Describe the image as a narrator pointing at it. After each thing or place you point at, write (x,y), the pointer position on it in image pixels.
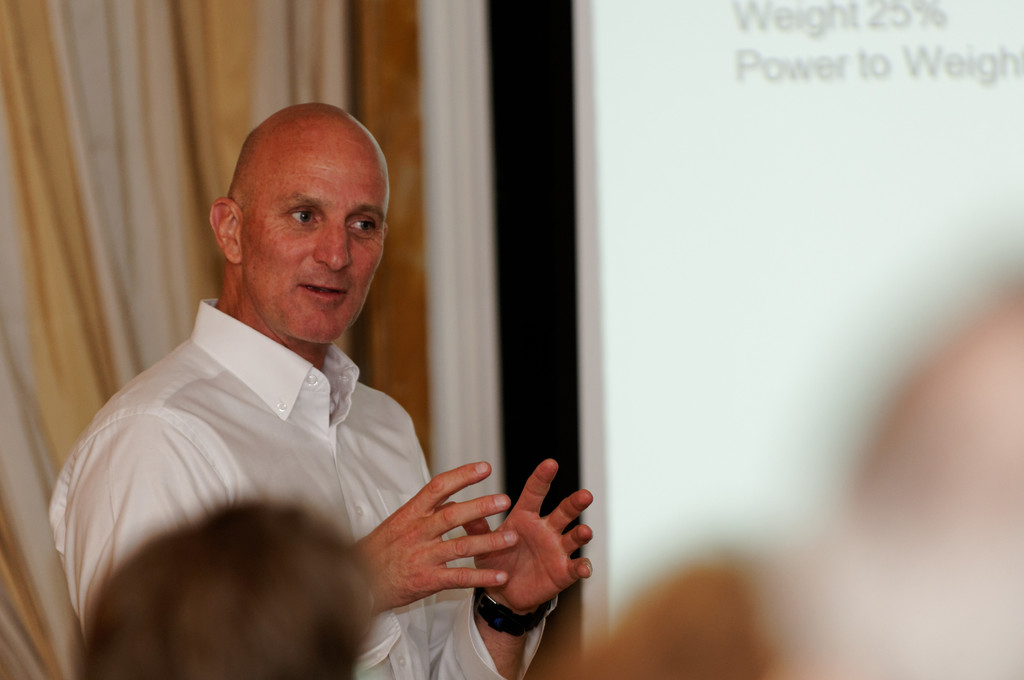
In the picture there is a person (418,521) present, in front of a person (151,394) there is people (799,676) present, behind the person (86,439) there is a curtain (62,207).
